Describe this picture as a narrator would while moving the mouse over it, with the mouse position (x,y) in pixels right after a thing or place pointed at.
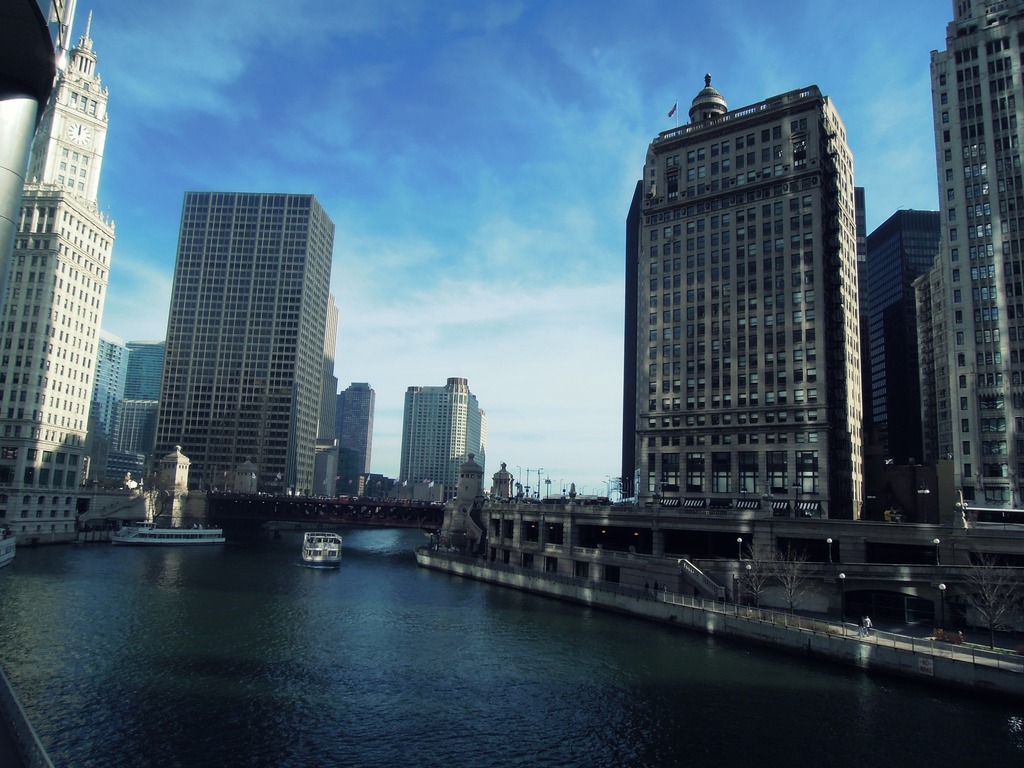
In this picture we can see buildings (464,432), bridge (435,501), boats (324,534), lights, some persons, water (413,562) are there. At the top of the image (536,171) clouds (565,261) are present in the sky (524,126).
